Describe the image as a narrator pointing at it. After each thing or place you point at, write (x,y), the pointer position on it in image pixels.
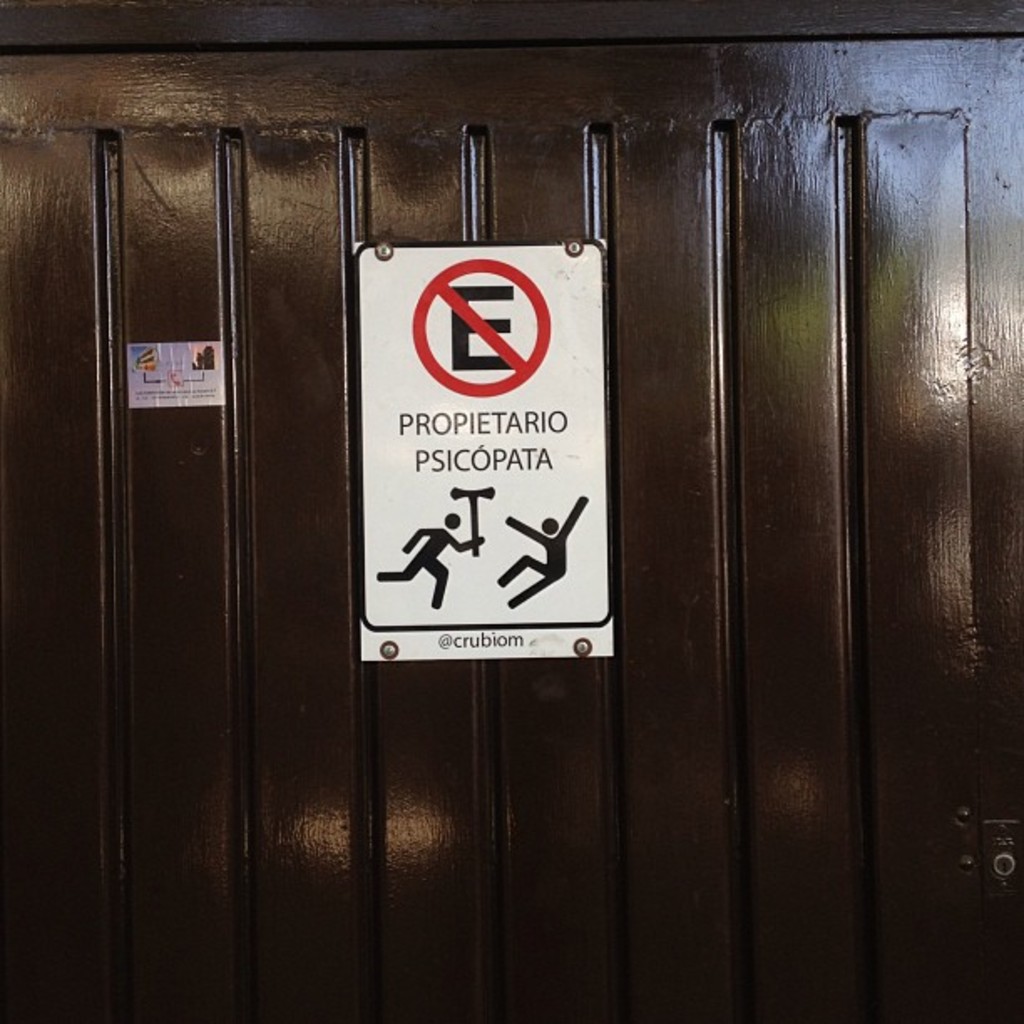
In this image there is a board (471,473) with some text (478,441) written on it and there is a door (719,660).
